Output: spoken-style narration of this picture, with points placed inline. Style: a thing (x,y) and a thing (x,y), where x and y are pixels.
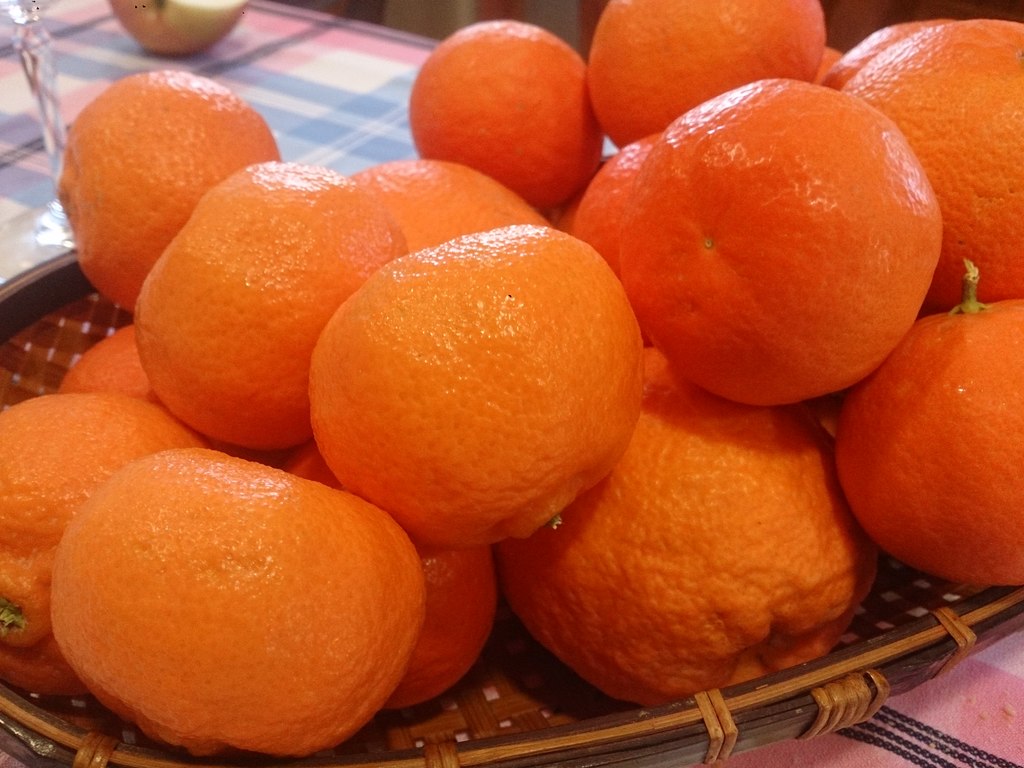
In this picture we can see a basket (867,662) on a cloth (939,707) with oranges (683,212) in it and in the background (176,42) we can see an object (14,20) and a fruit (148,31).
